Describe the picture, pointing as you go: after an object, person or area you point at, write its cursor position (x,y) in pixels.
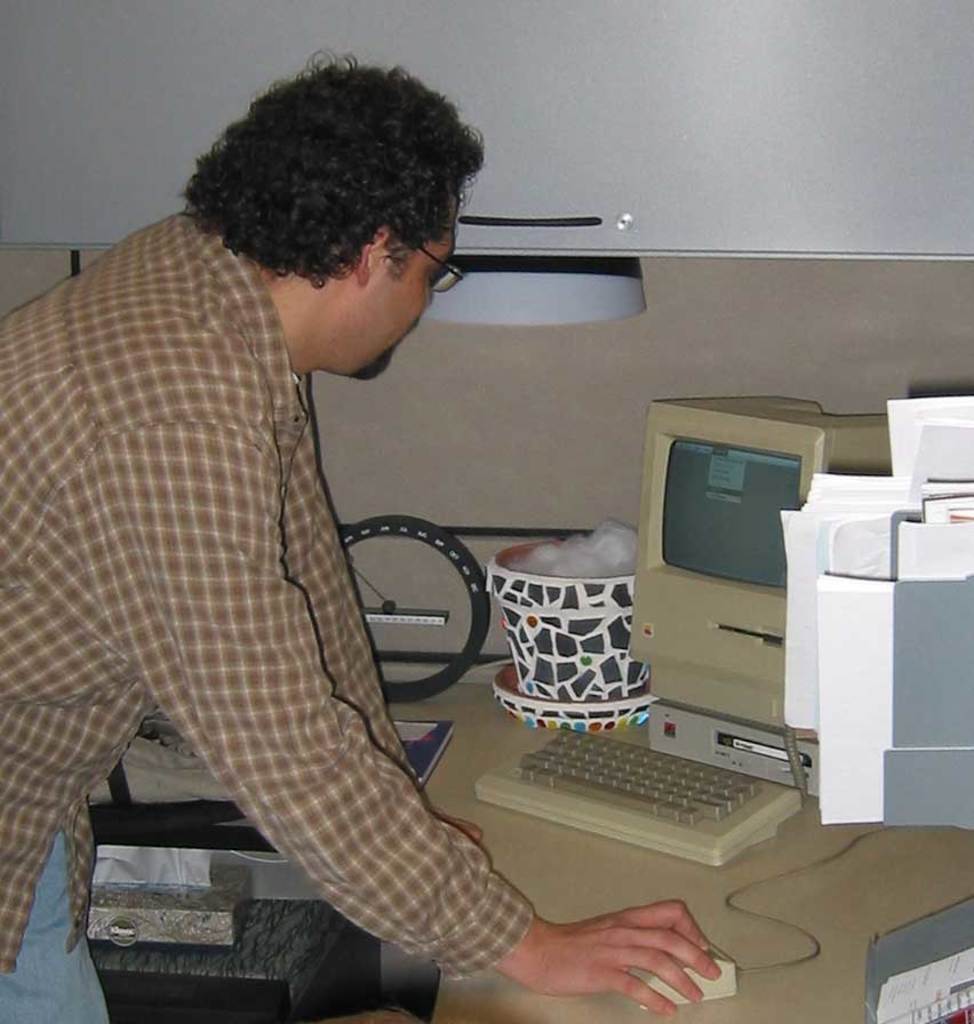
In this image there is a man (161,529) standing and using the mouse (732,973) which is on the table (724,921). There is a computer (737,595) in front of him. On the table (826,850) there are files (942,644), pot (541,649), book (426,740), keyboard (667,801) on it.
